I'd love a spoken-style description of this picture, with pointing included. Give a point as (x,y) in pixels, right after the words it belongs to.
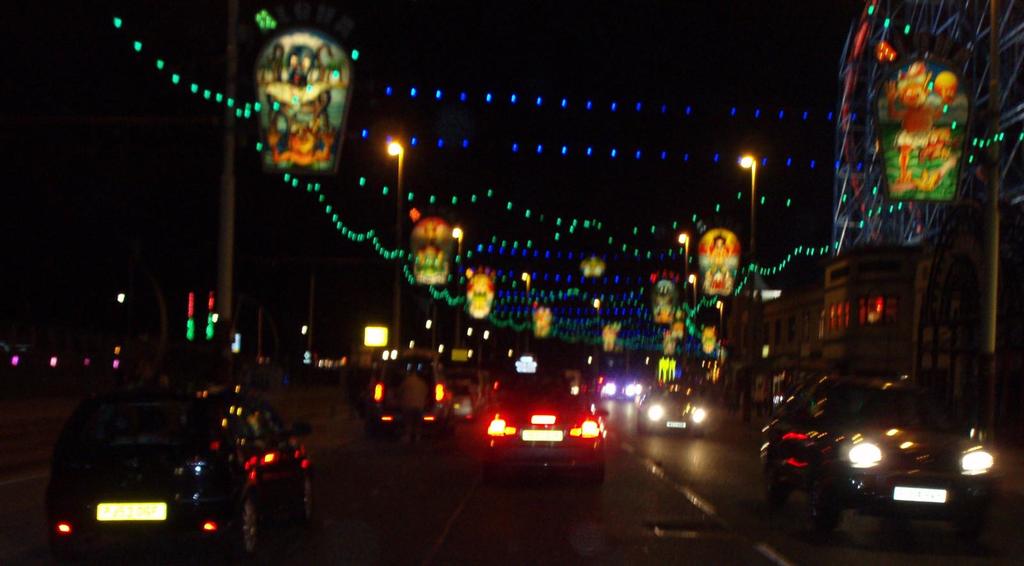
In this image I can see the road (513,523), few vehicles (493,451) on the road (496,519), few lights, few buildings (854,355), few street light poles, few boards (268,104) and in the background (678,136) I can see the dark sky (553,106).
